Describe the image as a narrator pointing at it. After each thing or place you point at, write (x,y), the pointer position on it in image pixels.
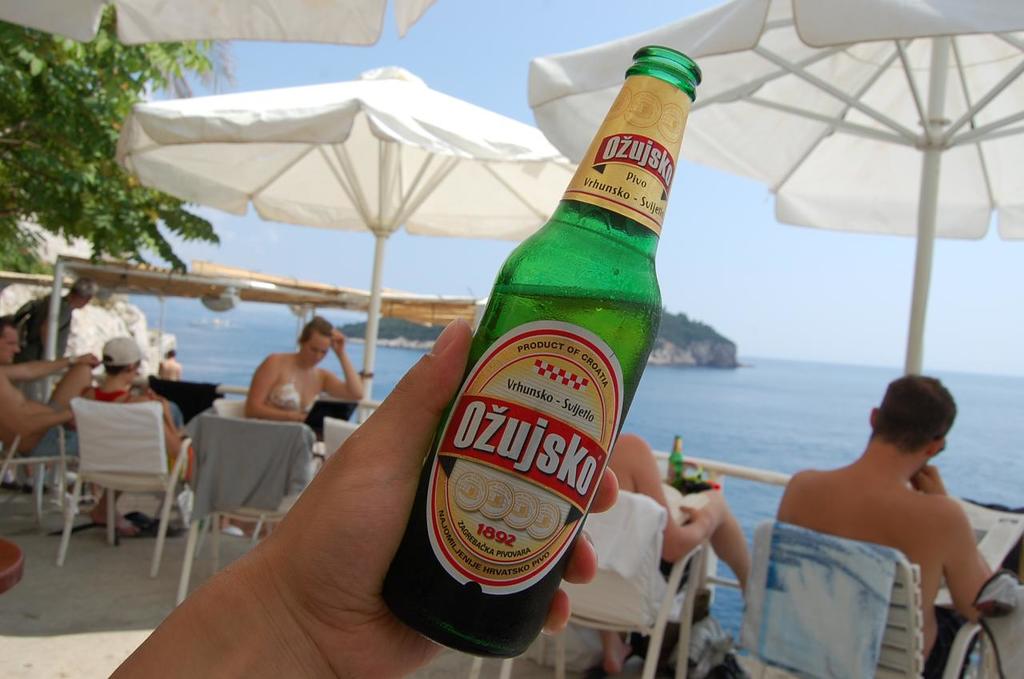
In the image we can see there are people (874,479) who are sitting on the chair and in front there is an ocean (780,427) and on the top (357,140) there is an umbrella (352,154) which is in white colour and in front (646,144) there is a green colour beer bottle (579,351) which a person (248,626) is holding in his hand (332,591).
